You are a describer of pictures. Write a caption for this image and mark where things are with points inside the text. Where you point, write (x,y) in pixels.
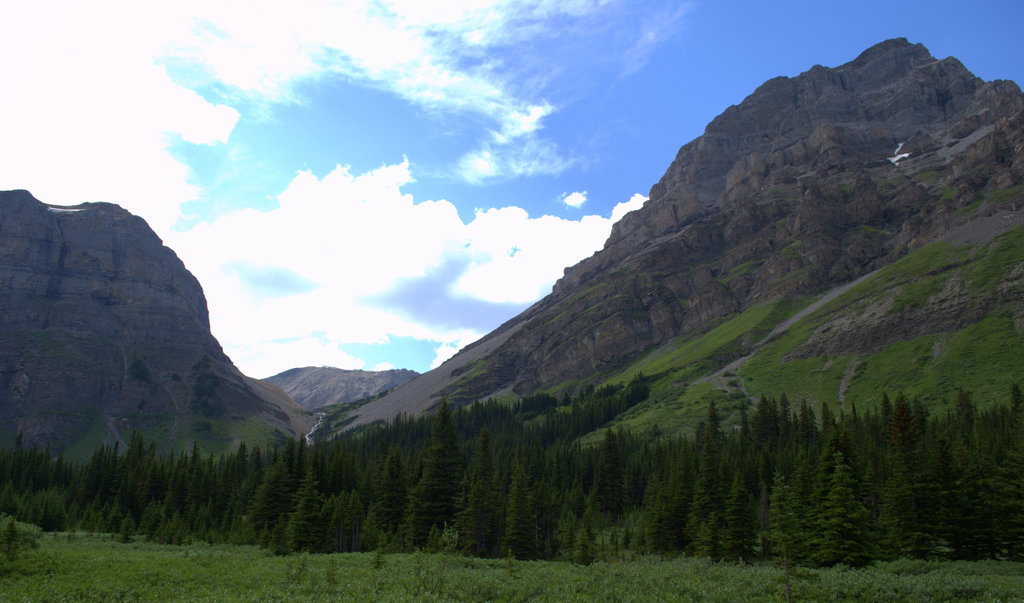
This image consists of many trees (226,493) and plants (294,595). On the left (118,425) and right, there are mountains (645,239). At the bottom (408,568), there is green grass (468,568). At the top (354,197), there are clouds (304,298) in the sky (336,273).
